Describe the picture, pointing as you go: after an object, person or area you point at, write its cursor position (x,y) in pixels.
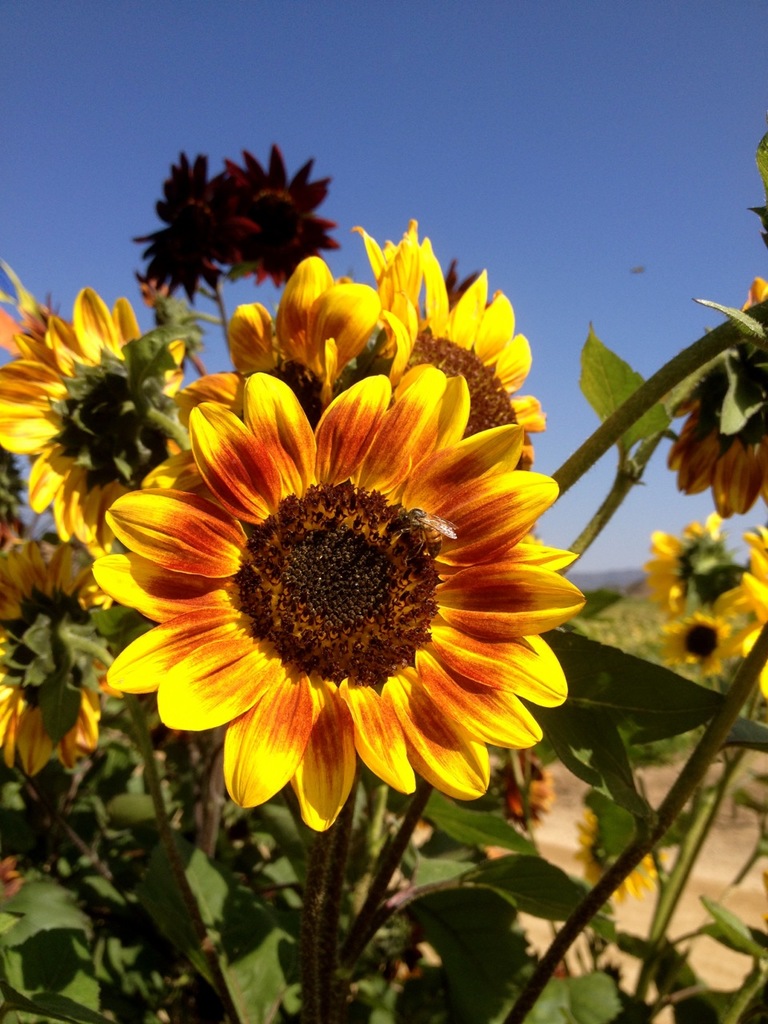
In this image I can see number of sunflowers (470,719) and green leaves (25,912) in the front (338,688). In the background (378,119) I can see the sky (406,180).
